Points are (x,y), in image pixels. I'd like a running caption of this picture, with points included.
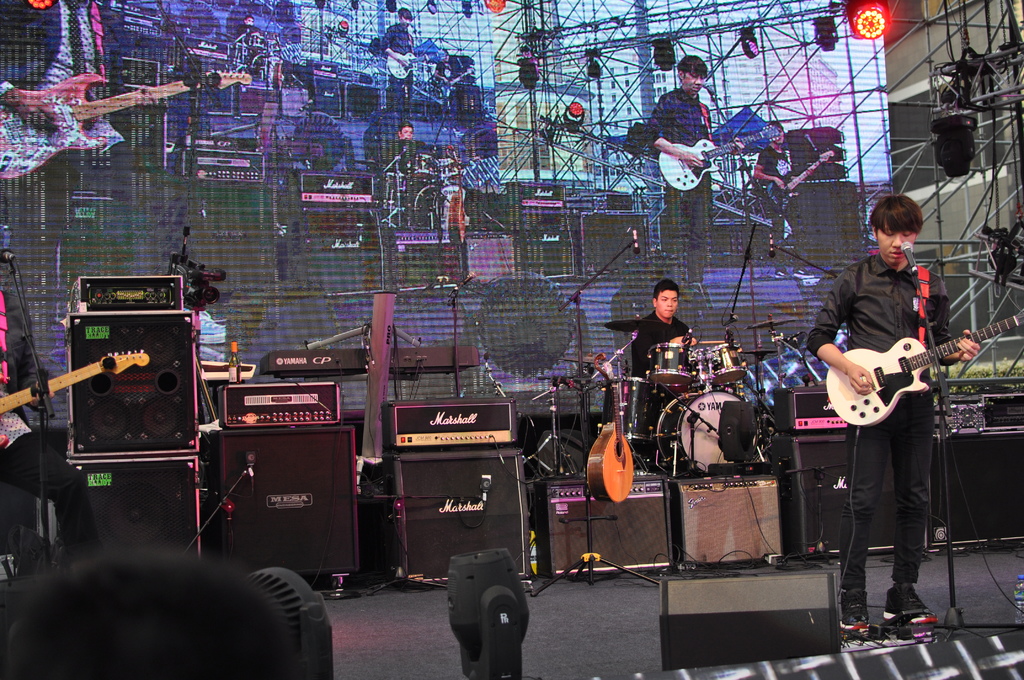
here is a person (948,359) standing and playing guitar (892,381). He is singing a song using a mike (914,265). At background (664,340) I can see another man (652,344) sitting and playing drums (696,376). This is a piano (433,365) and this looks like another musical instrument (614,474). At the very left corner of the image (56,454) I can see another person (32,438) sitting and holding guitar (70,380). These are the speakers (165,385) and some other electronic devices (259,415) which are black in color. This is the screen (304,194) and these are the show lights (879,24) which are hanging at the top (874,37).
